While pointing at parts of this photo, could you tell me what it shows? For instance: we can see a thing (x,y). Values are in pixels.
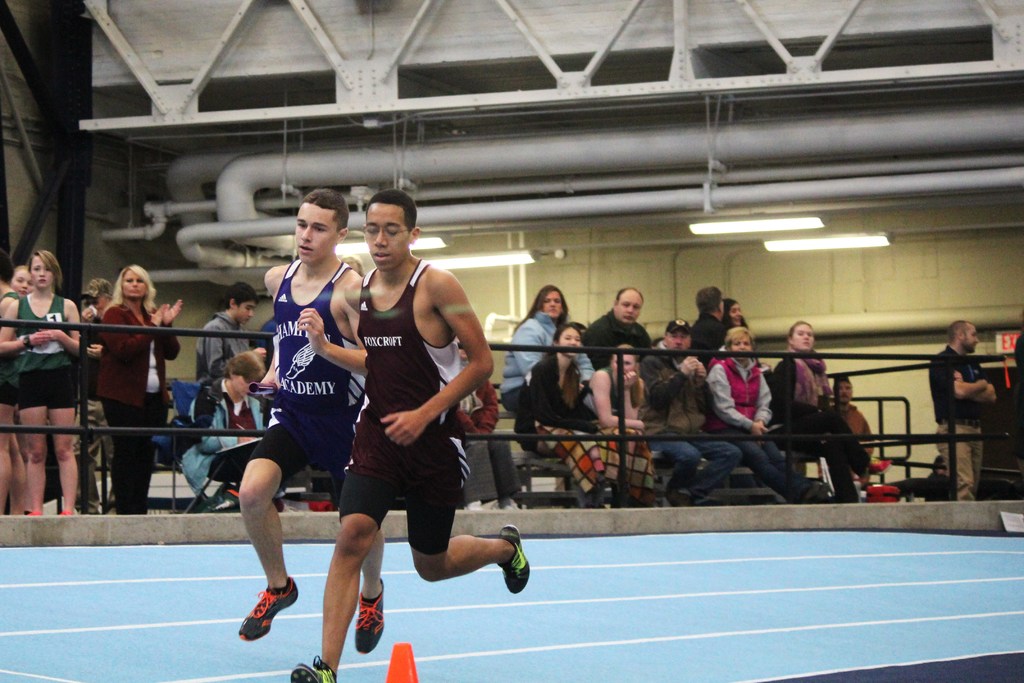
In this image there are two men (381,389) running on the racing track (737,581), there is an object (400,659) towards the bottom of the image (410,651), there are group of audience (655,382) sitting, there are persons (248,339) standing, there is the wall (501,354), there are lights (792,227), there are pipes (591,186).
